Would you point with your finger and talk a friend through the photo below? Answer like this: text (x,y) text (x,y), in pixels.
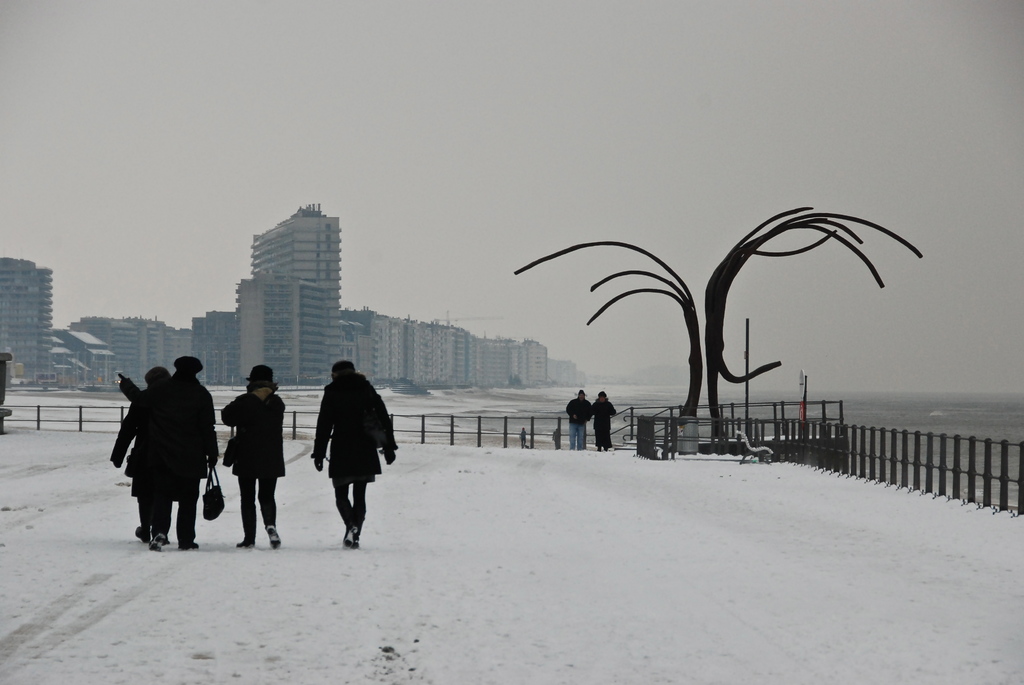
In this image I can see ground (425,470) full of snow (481,473) and on it I can see few people (188,444) are standing. I can see all of them are wearing jackets (367,394) and few of them are carrying bags (376,420). In the background (59,381) I can see number of buildings (421,347) and here I can see a bench (750,455).
